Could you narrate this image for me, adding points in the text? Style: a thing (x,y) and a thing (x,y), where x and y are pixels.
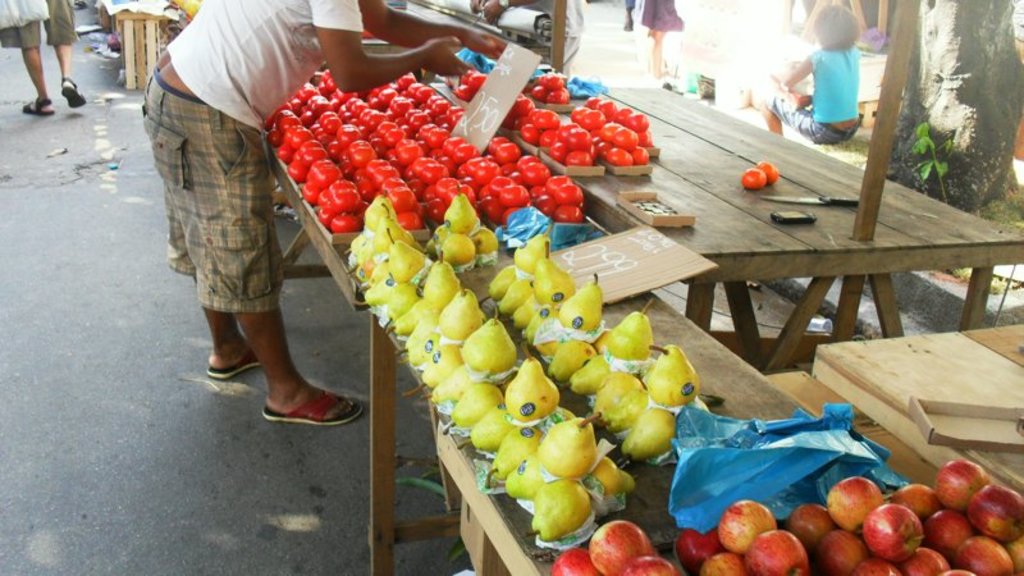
In this picture I can see the fruits (458,229) on the wooden tables (845,181). I can see the boards (503,107). I can see the knife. I can see people (225,174). I can see the tree (914,89) on the right side (902,114).
